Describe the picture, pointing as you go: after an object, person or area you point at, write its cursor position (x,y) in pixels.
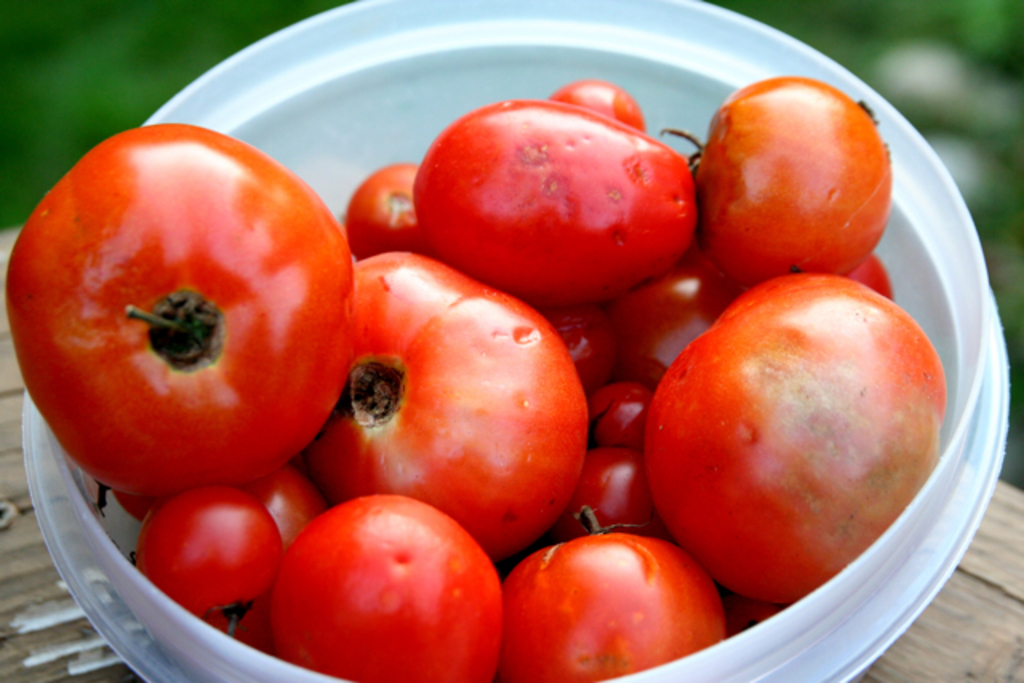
In this image, we can see a white bowl (187,679) with tomatoes (684,477) is placed on the wooden surface (1018,638). Background (984,169) there is a blur view. Here we can see greenery (48,187).
